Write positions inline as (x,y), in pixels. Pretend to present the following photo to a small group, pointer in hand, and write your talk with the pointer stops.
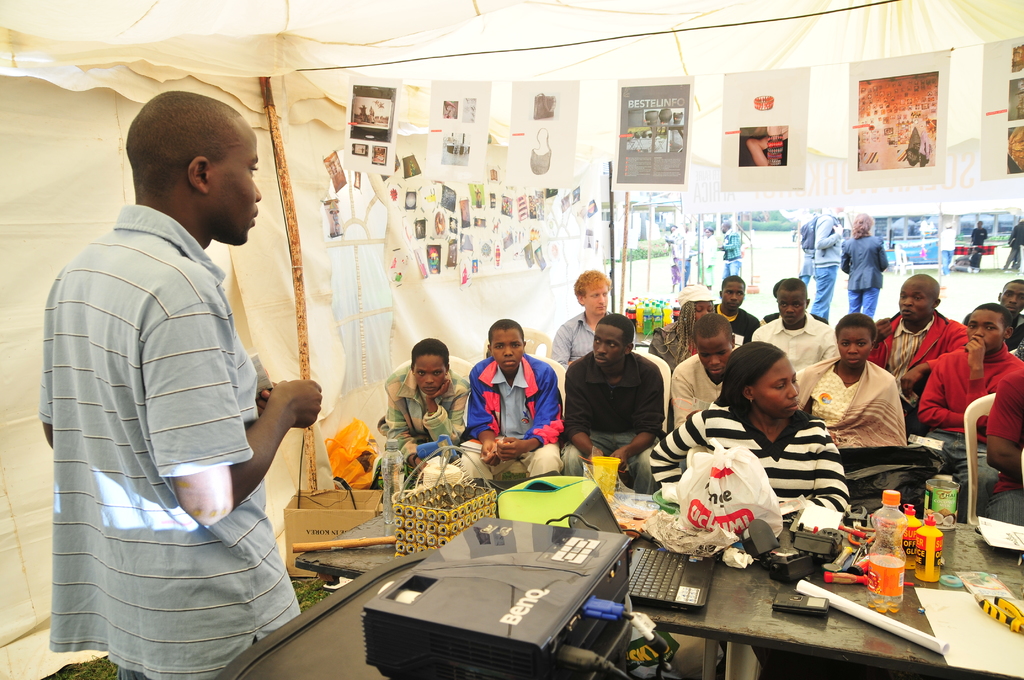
In this image, on the left (206,393) there is a man (229,406), he wears a t shirt (228,535). In the middle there is a table (800,621) on that there are bottles (894,568), covers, projector (591,583), laptop (640,556), papers (971,628), some other items (812,602). In the middle (615,391) there are people (817,401) sitting on the chairs (971,457). In the background (852,305) there are posters (437,262), papers (559,148), tents (471,266), people (868,231) and road (950,291).
